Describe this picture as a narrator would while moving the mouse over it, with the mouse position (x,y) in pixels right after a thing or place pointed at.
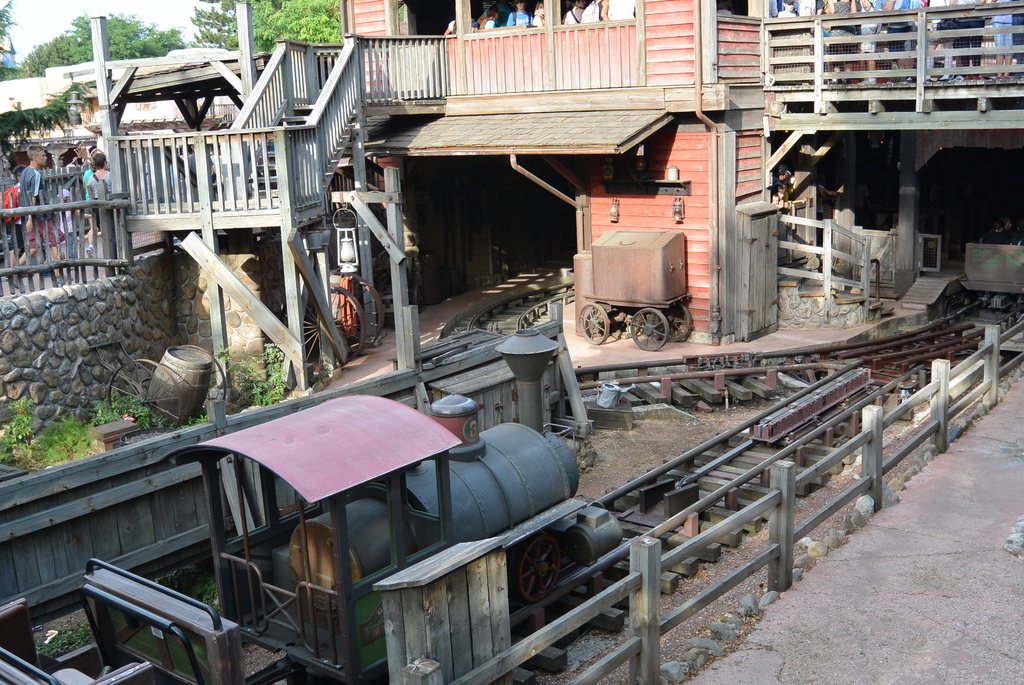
On the left side (291,440), there is a train (229,540) on a railway track (654,481). On both sides of this railway track (733,538), there is a fence (159,528). In the background (684,111), there is a wall (684,111), there is a bridge (275,96) having a fence (924,25) on both sides, on this bridge (933,70) there are persons (1001,15), there are trees (310,24) and there are clouds (170,0) in the sky (30,7).
